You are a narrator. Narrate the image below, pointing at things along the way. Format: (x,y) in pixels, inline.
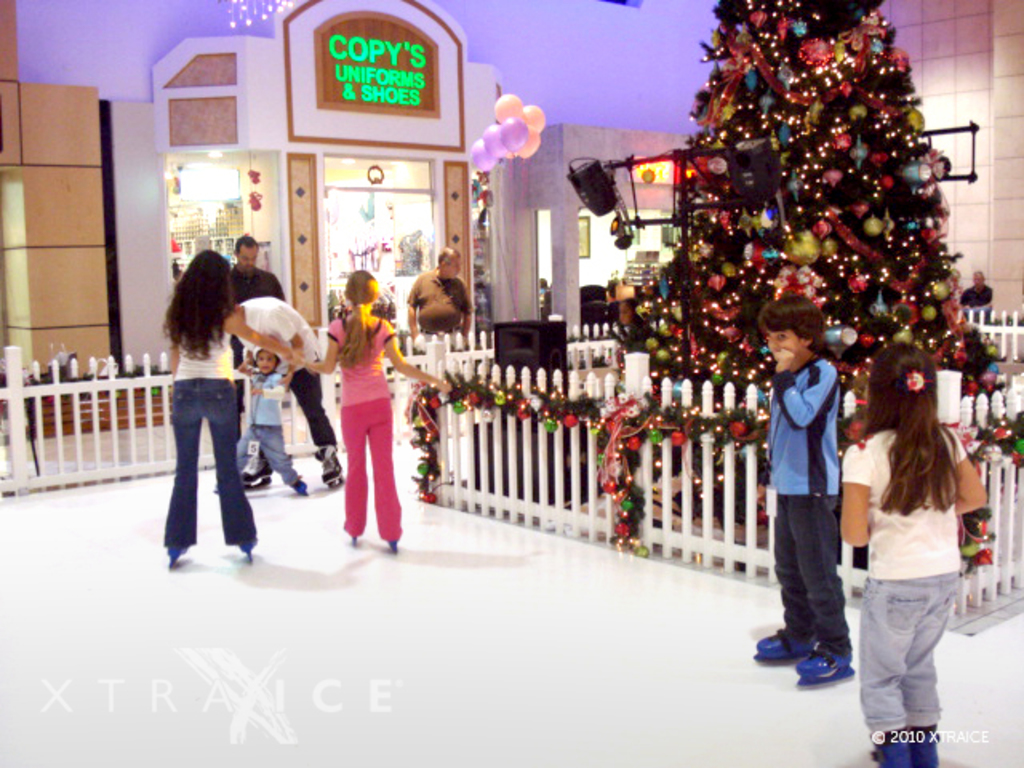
In this image there are two boys (264,409) skating, there are two girls (391,328) skating, there is a woman (234,516) skating, there is a man (289,335) skating, there is floor (690,745) towards the bottom of the image (398,670), there is text (912,740) towards the bottom of the image (896,740), there is number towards the bottom of the image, there is a fence (588,442), there is a Christmas tree (764,357) towards the top of the image (771,43), there are lights (735,190), there are two men (439,273) standing, there are balloons (533,127), there is a wall (496,95), there is text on the wall (415,129), there is a wall (985,78) towards the right of the image (985,99), there is a man (979,294) towards the right of the image (982,306), there are objects (615,3) towards the top of the image (185,232).
